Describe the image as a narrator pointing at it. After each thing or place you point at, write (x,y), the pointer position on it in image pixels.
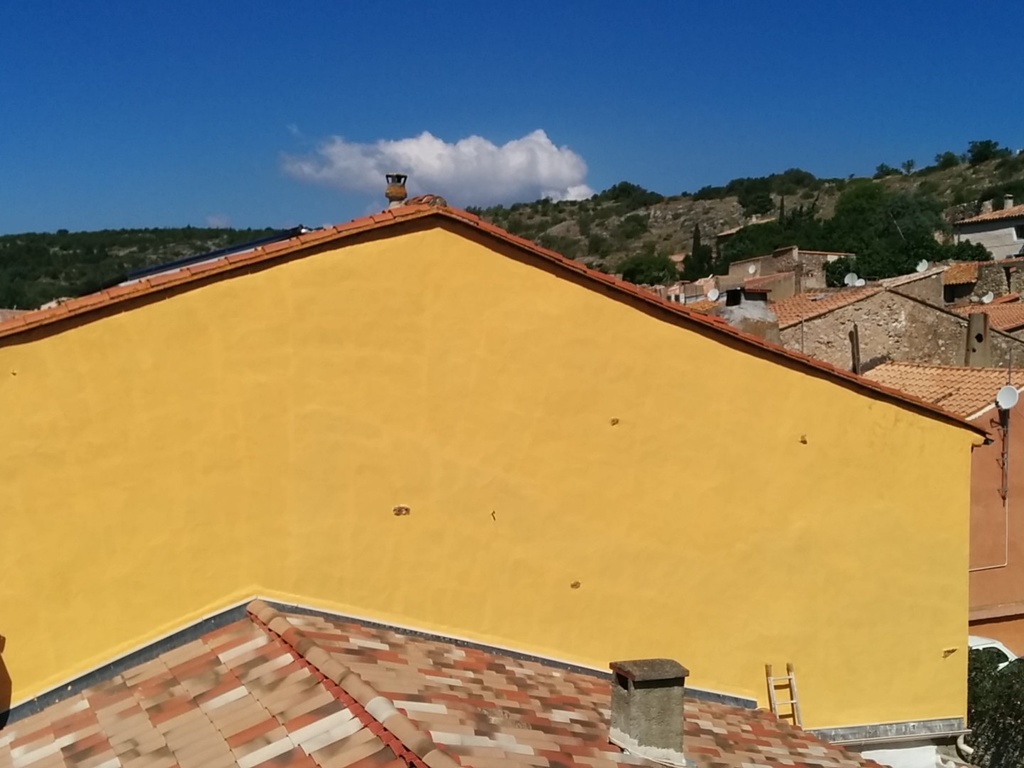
In this image there are houses (458,211). There are mountains (629,218) and the trees (871,252) in the background (644,218). There are clouds (540,140) in the sky (536,114).
